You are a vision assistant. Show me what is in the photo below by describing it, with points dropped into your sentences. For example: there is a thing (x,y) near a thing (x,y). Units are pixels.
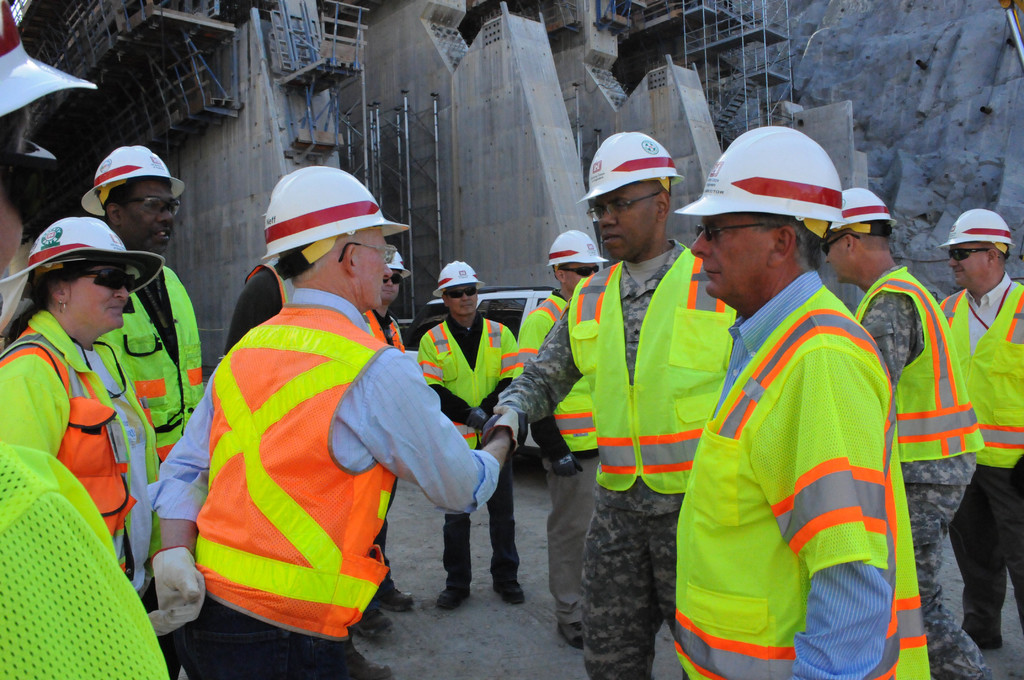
In this image we can see many people (483,438) and all the people (504,327) wearing helmets (354,200). There is a construction site (455,96) in the image. There are few vehicles (502,292) in the image. There are many metallic objects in the image.
